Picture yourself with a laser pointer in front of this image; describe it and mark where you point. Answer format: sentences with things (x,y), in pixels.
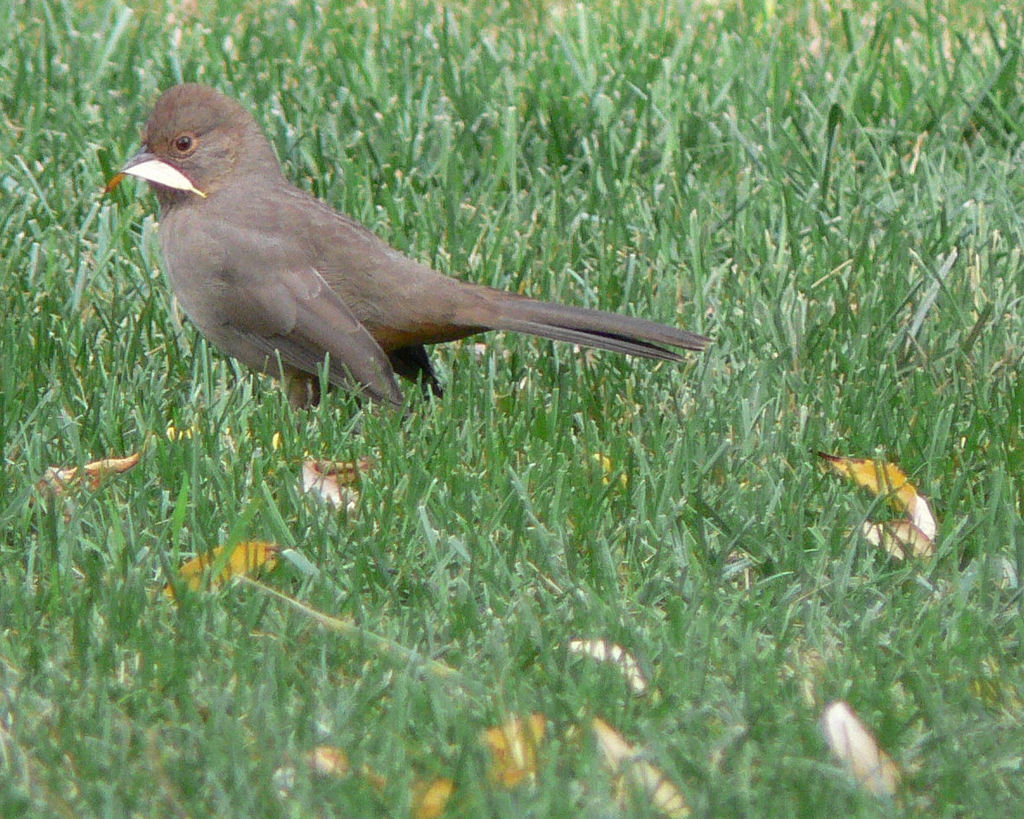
In this picture I can see a bird (279,327), grass (1021,632) and leaves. I can also see a leaf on the bird (273,272).
